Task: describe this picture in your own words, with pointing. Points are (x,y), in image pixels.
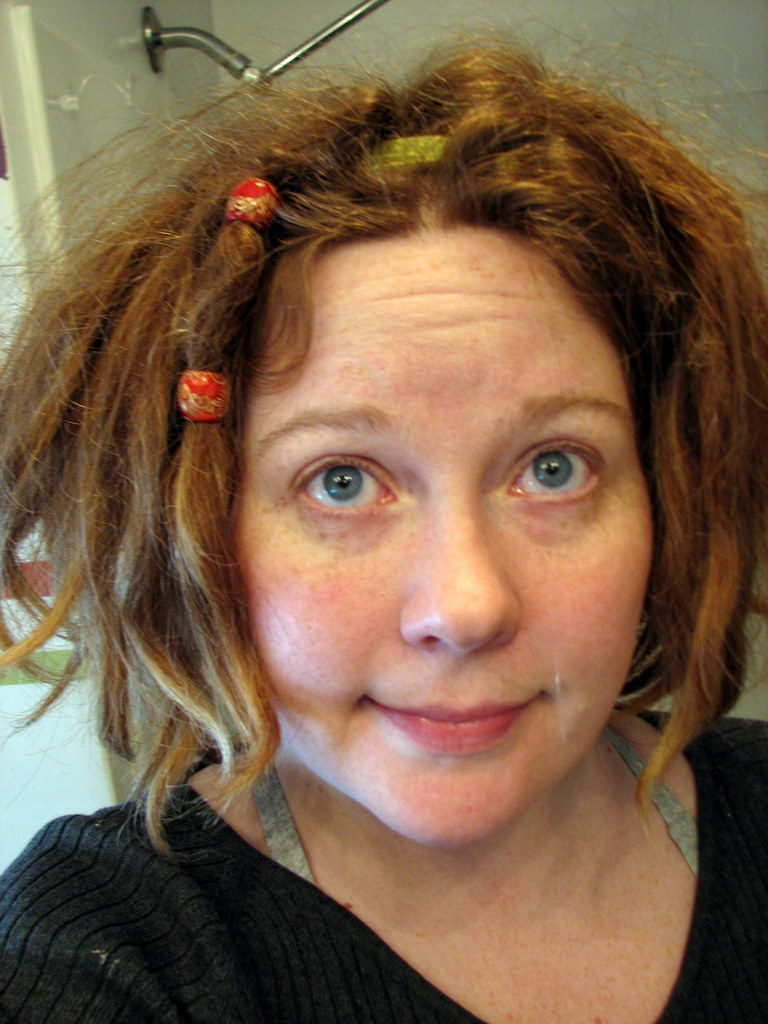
There is a lady (342,718) in the center of the image (279,544), it seems like a shower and other objects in the background area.
